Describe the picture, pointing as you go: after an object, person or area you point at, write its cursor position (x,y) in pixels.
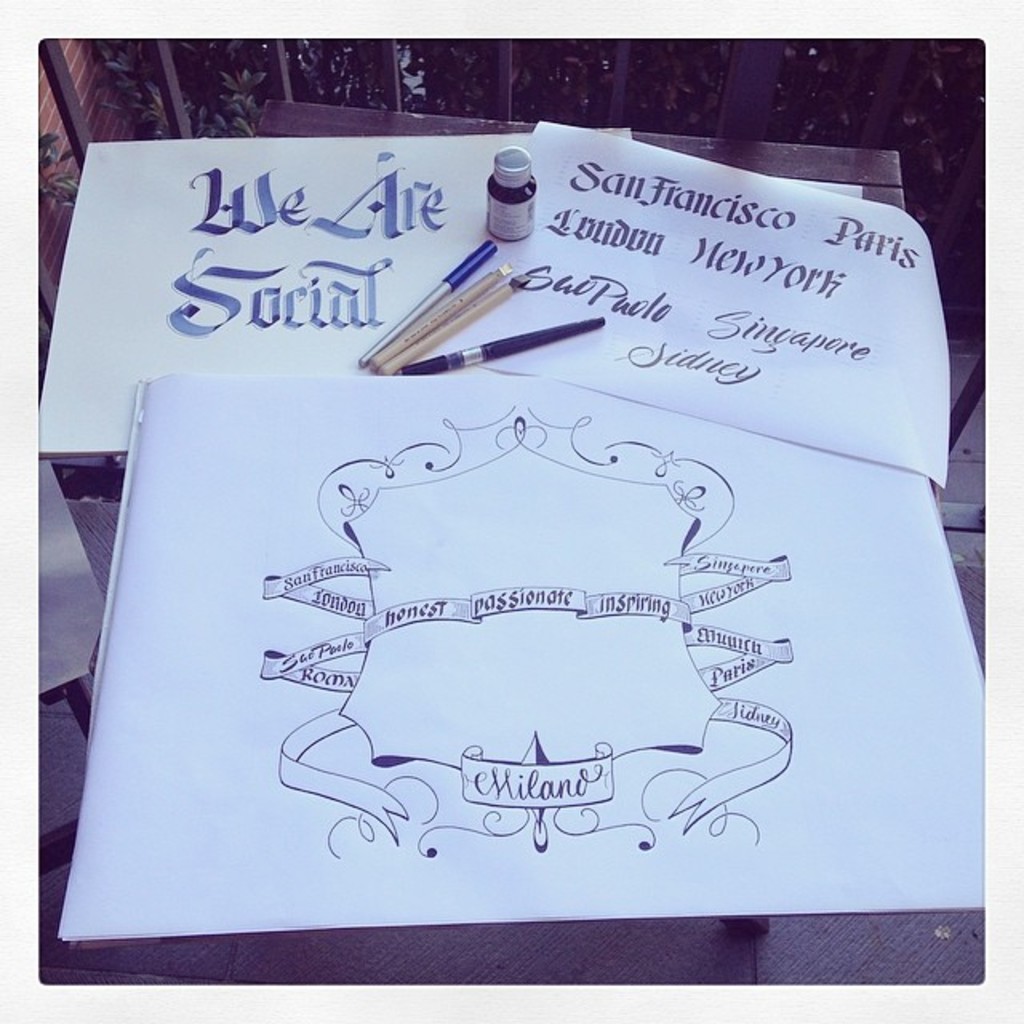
In this image we can see papers (541,353), pens (541,333) and bottle (513,176) placed on a wooden surface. In the papers (445,669) we can see some text (568,291) and on the bottle (509,215) there is a label (492,215). At the top (242,94) we can see plants (245,52) and metal fencing (880,74).
